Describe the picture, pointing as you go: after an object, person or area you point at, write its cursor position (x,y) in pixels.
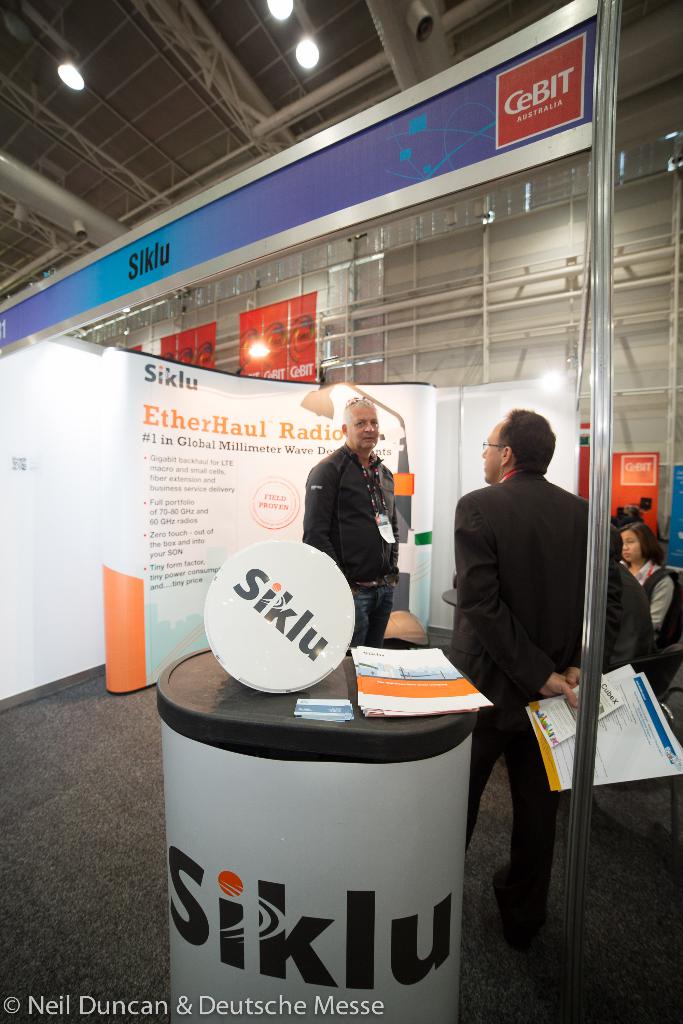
In this picture we can see two men (379,510) standing, on the right side (660,603) there is a person (650,609) sitting on a chair (671,603), this man (551,629) is holding some papers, we can see a table (341,821) in the front (347,819), there is a hoarding (219,496) here, in the background (323,276) we can see glass (342,275), there are lights (309,61) at the top of the picture (273,2), we can see some text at the left bottom (36,1003).
